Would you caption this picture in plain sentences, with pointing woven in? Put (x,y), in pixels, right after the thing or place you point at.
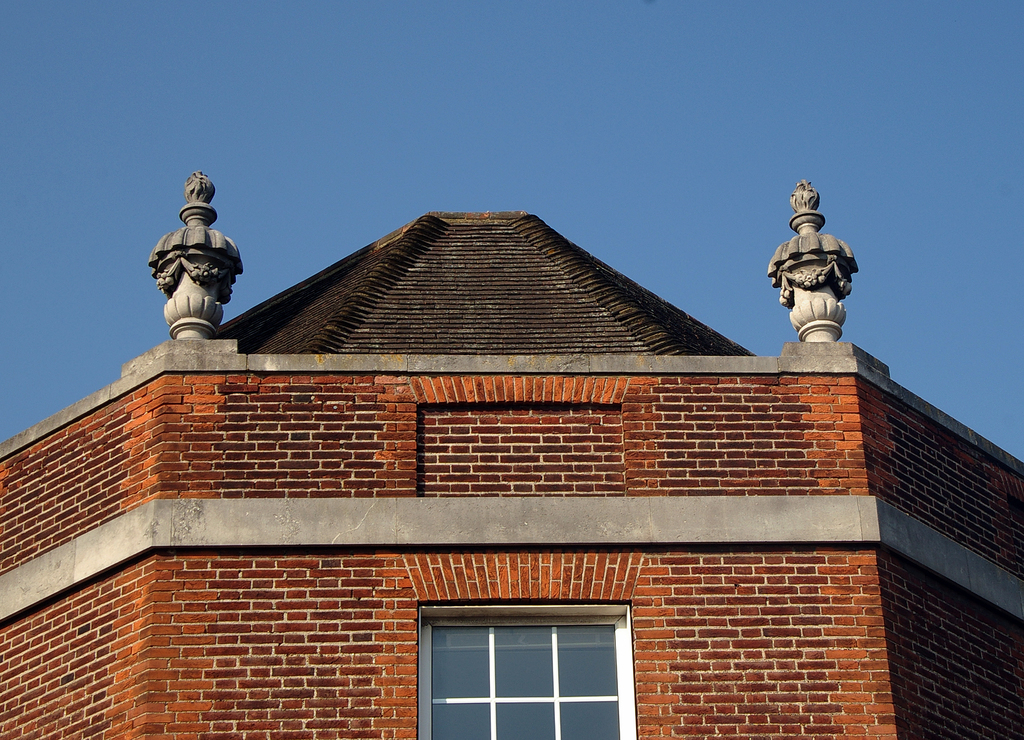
In this picture, we see a building (367,461) in brown color. This building (311,561) is made up of bricks (789,613). At the top (492,215), we see the roof (573,331) of the building (450,311) in brown color. On either side of the picture, we see the stone carved statues (797,298). At the bottom (457,670), we see a glass window (528,661). At the top (260,86), we see the sky (505,128), which is blue in color.
